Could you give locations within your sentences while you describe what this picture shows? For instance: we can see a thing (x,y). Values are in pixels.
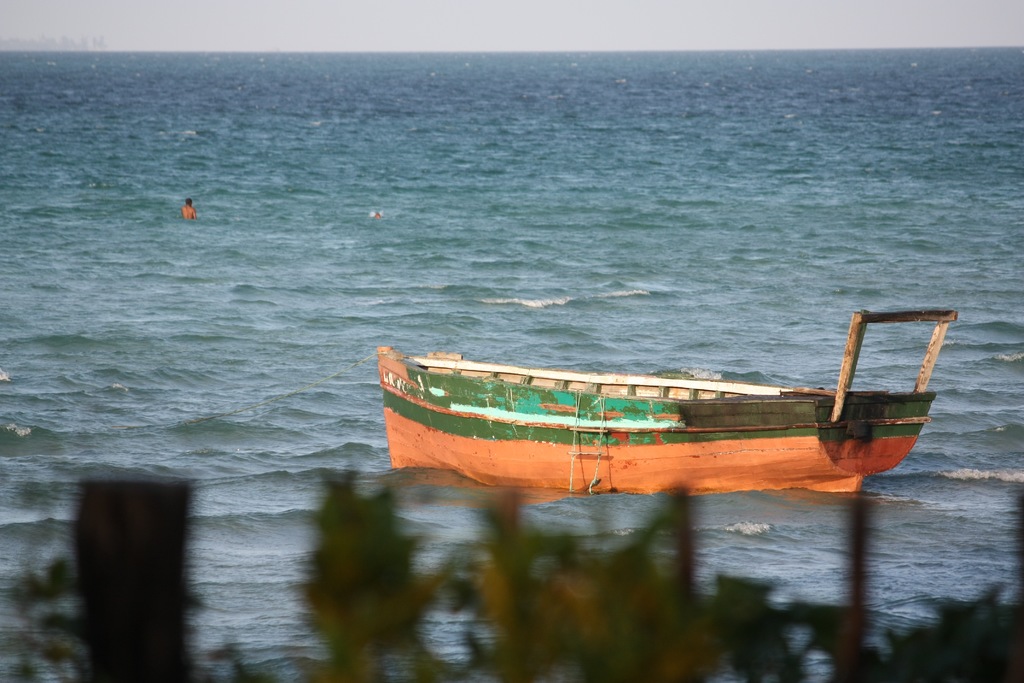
In this image we can see a boat (499,440) on the water (253,422) and there is a person (194,212) in the water (185,222) and we can see some plants (999,660) and at the top (379,9) we can see the sky (260,46).
